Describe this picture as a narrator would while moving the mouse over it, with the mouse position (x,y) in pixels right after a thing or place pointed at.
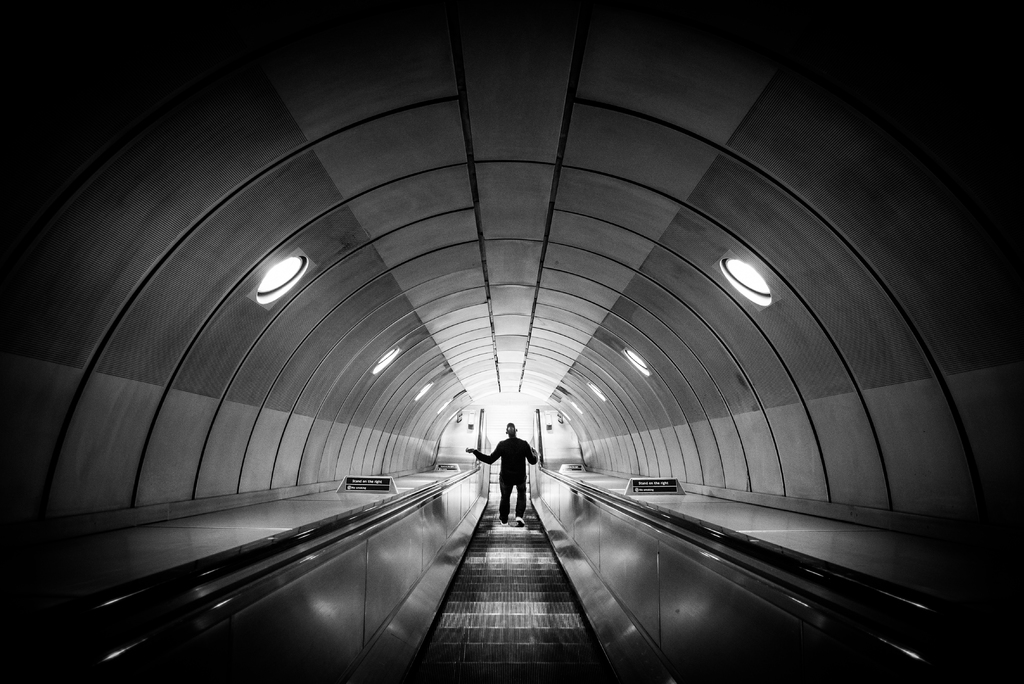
In this image I can see an escalator (560,497), on the escalator (563,512) I can see a person (504,511), at the top (339,131) I can see the roof (303,161) and on the roof (310,308) I can see lights (265,301) attached to the roof (544,309).
